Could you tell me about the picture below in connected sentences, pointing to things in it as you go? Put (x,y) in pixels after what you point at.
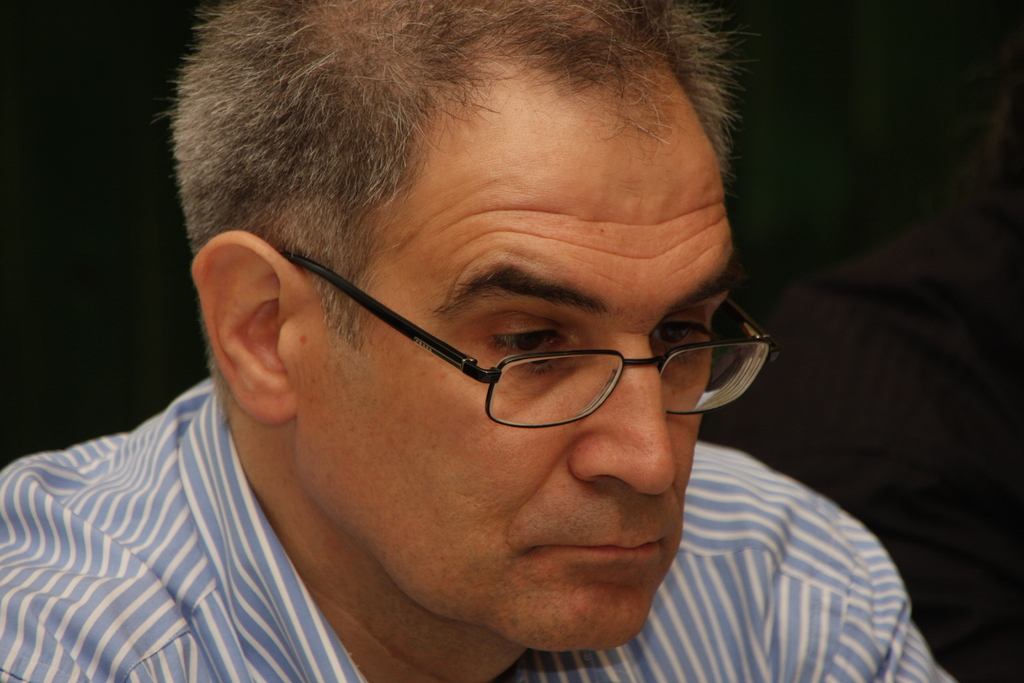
In this picture, there is a man (452,500) wearing a striped shirt (302,617) and spectacles (581,381).
